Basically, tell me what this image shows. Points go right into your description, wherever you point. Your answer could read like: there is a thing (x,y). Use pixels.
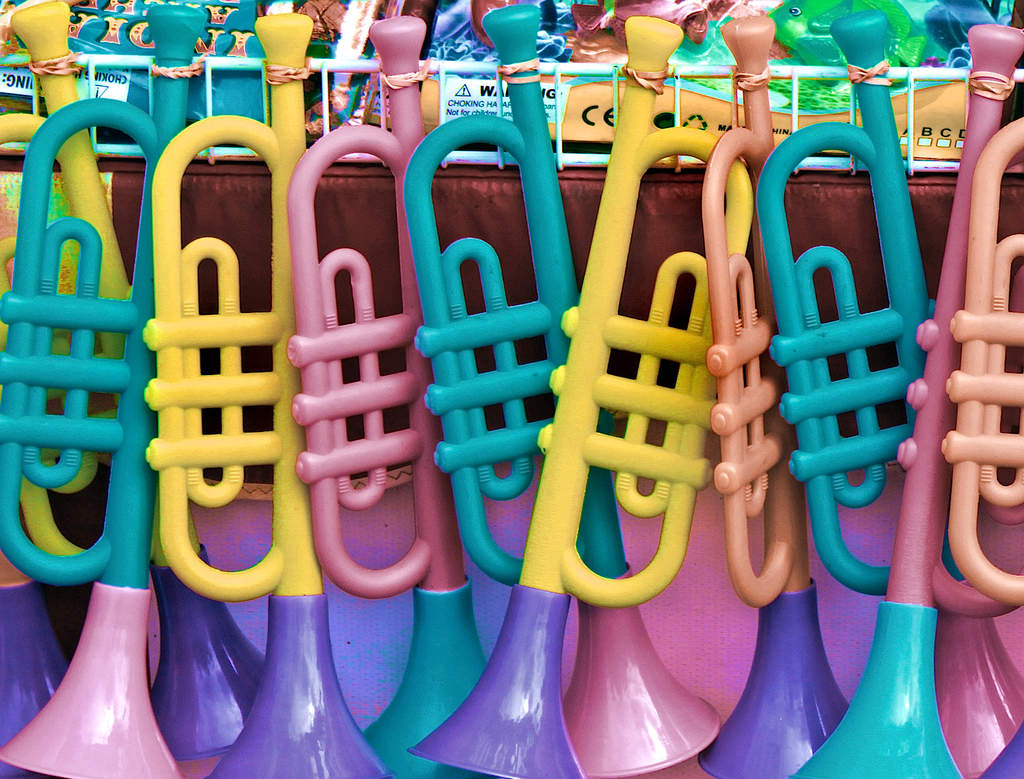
In this image there are a few toys (542,334).
